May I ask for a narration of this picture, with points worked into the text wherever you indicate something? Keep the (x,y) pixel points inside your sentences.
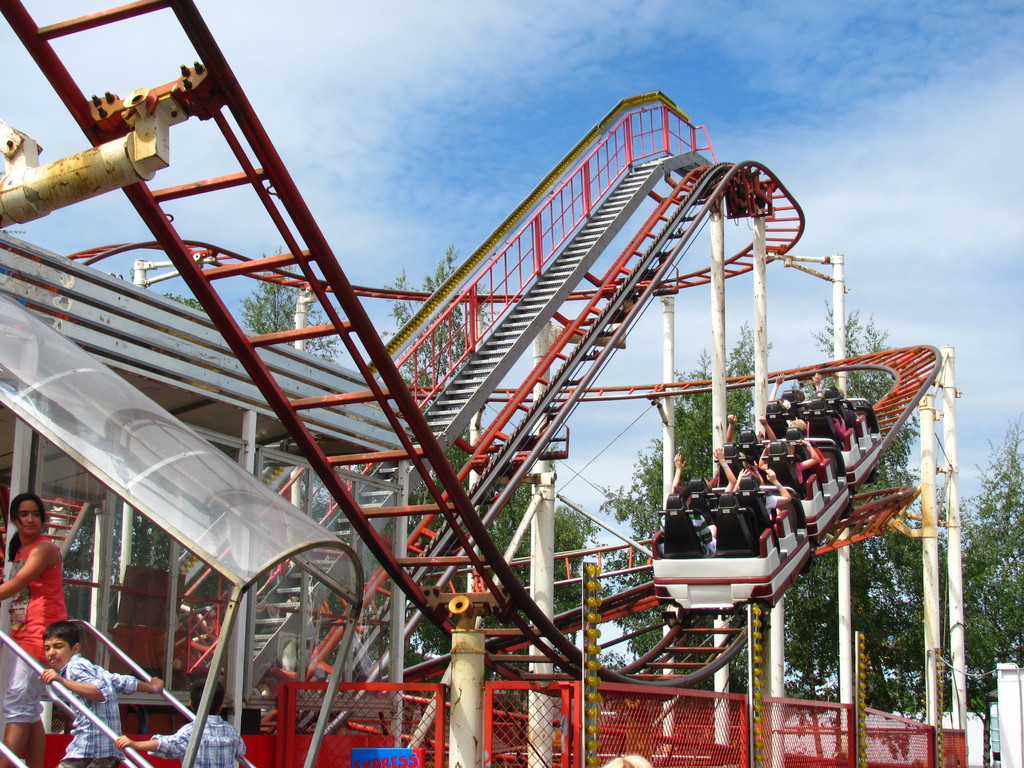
This is a roller coaster (454,514). On that few people (760,468) are sitting. Also there are poles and mesh fencing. On the left side (80,623) there are railings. Near to that there are three persons (49,614) standing. In the background (648,466) there are trees (885,562) and sky (635,66).
